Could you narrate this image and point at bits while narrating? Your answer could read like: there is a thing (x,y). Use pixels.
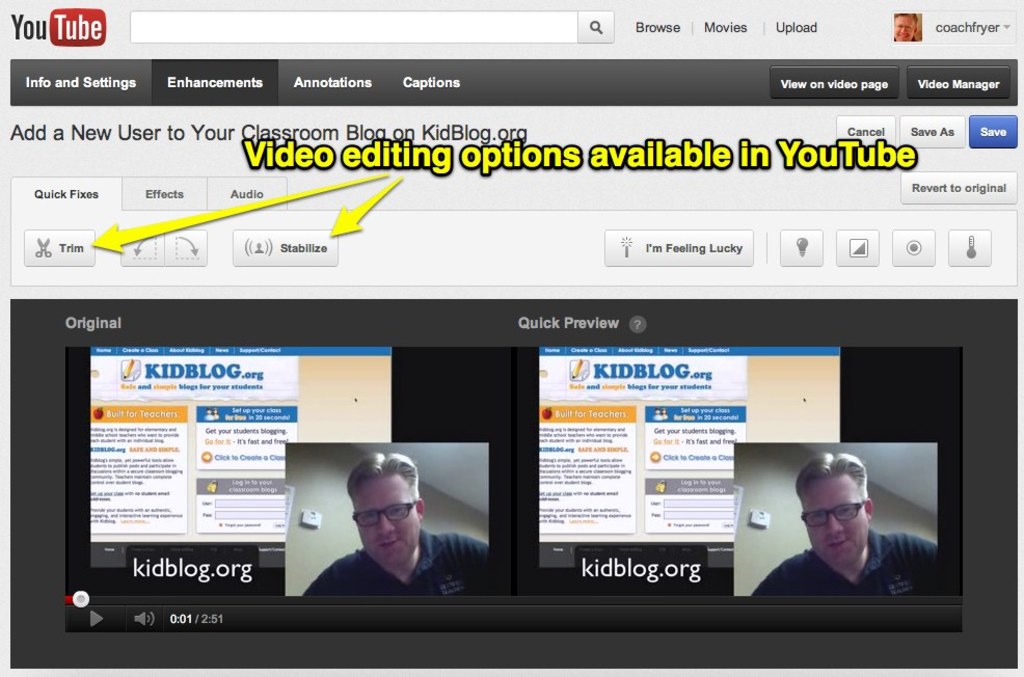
In this image we can see a website (582,362). There is a person (856,486) and we can see text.
